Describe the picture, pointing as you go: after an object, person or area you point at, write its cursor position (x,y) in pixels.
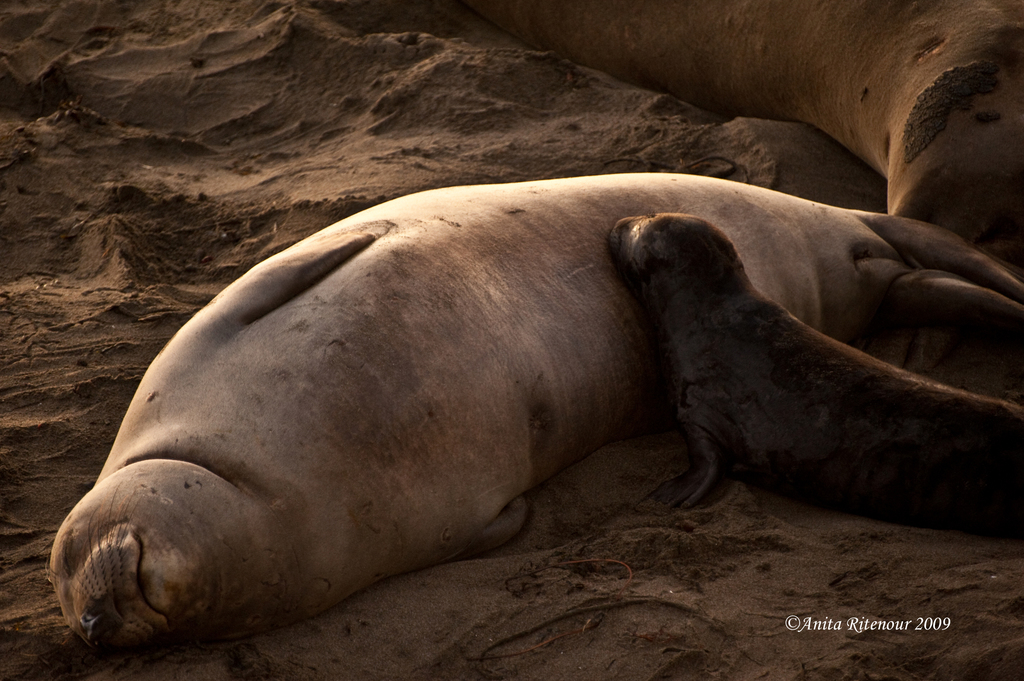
In this picture there is a seal (483,284) in the center of the image (470,324), on a muddy area (965,366) and there is another seal (702,302) on the right side of the image (792,396).
